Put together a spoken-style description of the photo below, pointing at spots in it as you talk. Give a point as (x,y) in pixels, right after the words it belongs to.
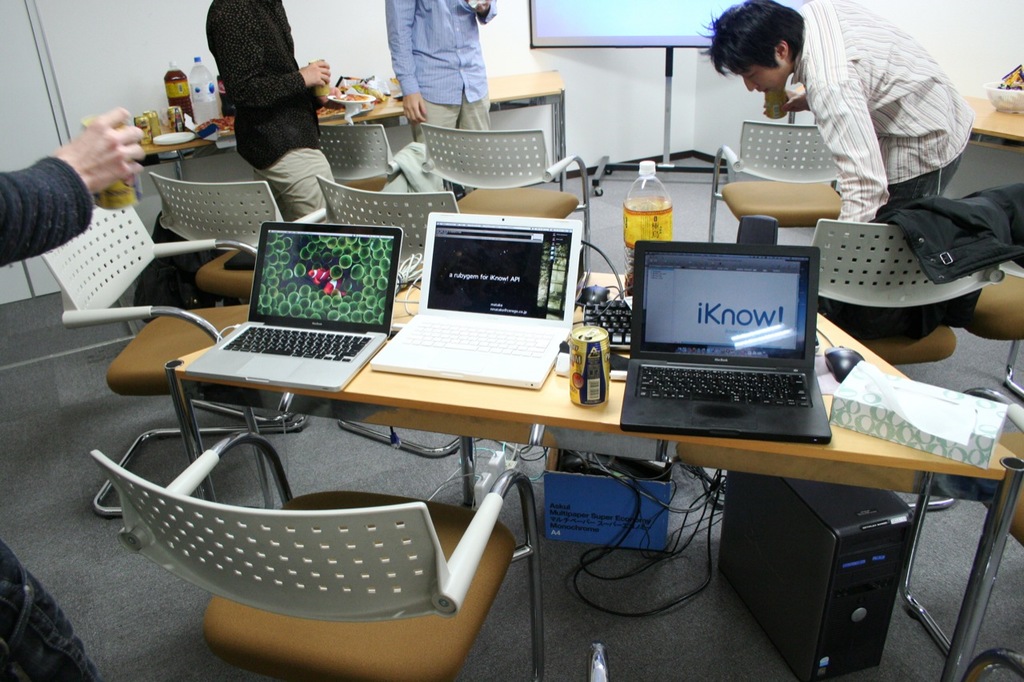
In this picture we can see some chairs (95,272) around the tables (410,291) on which there are some laptops (455,347), bottles (652,208), tin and some things (339,83) and also we can see four people (884,145) in the picture and a screen (545,46) and a key board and some things (871,542) on the floor (300,482).
